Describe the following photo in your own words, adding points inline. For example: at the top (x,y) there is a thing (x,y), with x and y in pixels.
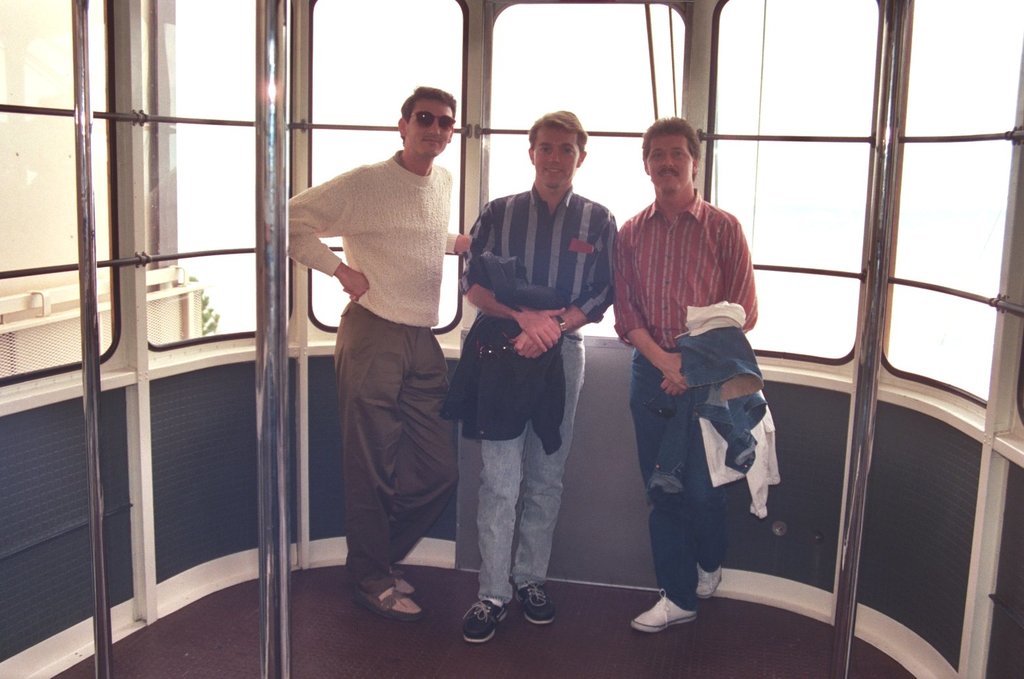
In this image there are three persons (406,606) standing, there are windows (17,65), iron rods (905,55), carpet (219,649), building (5,367).
